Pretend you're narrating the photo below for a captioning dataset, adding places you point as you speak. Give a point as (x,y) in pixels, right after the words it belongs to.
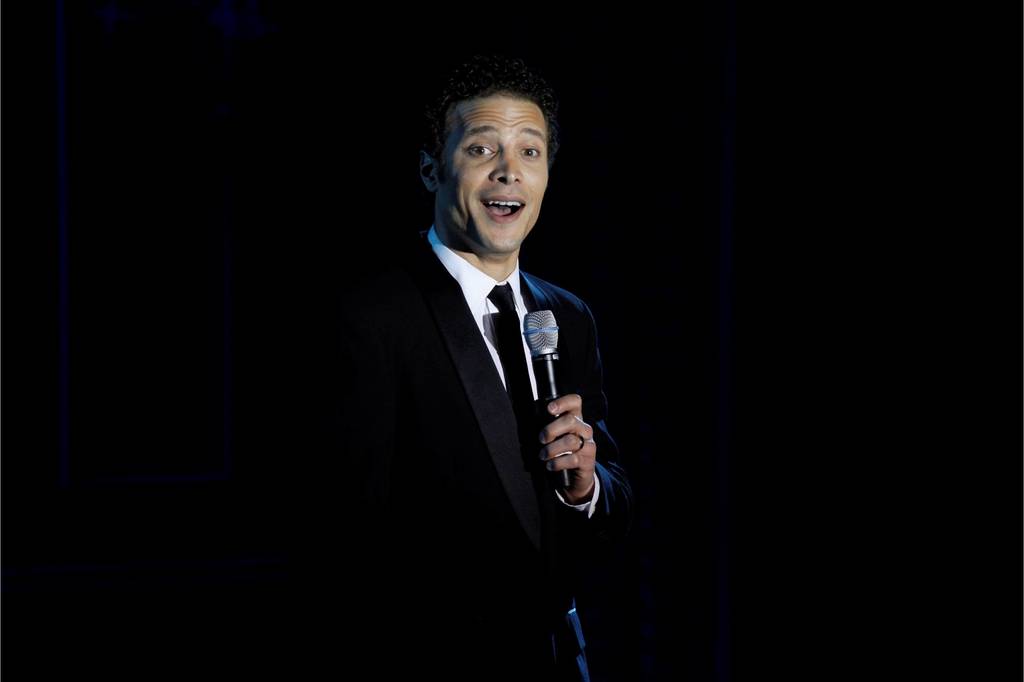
This is a picture of a man (411,409) in black blazer (423,408) holding a microphone (536,331) and talking. Background of this man (382,406) is in black color.
